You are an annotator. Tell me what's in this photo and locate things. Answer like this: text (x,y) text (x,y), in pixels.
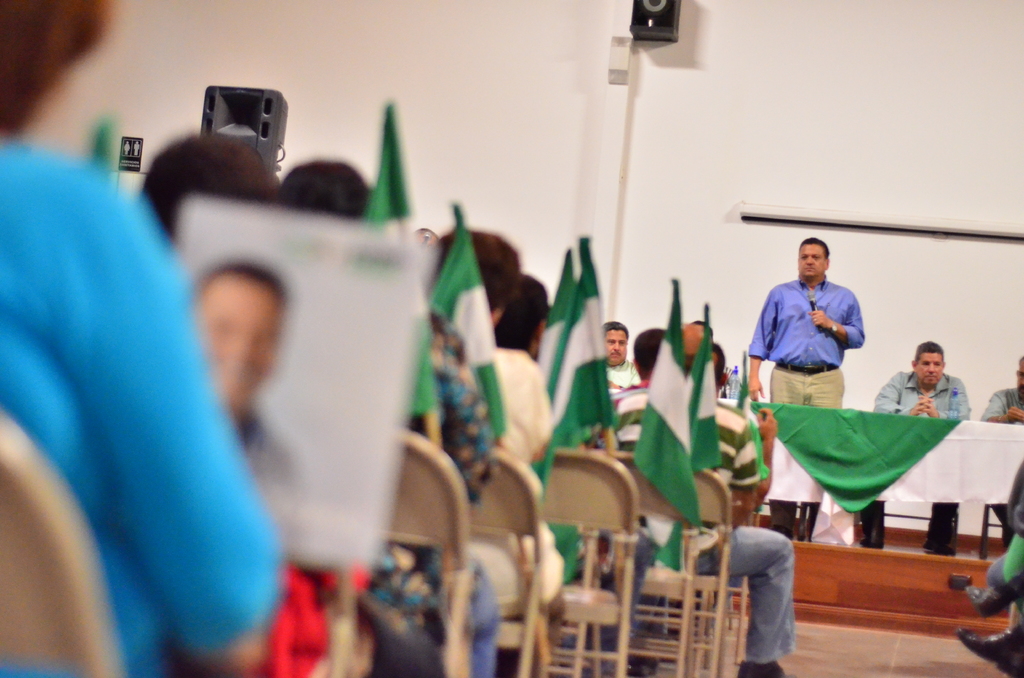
In this image we can see people (775,615) are sitting on the chairs (700,476). There is a man (793,317) standing on the floor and he is holding a mike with his hand (817,317). Here we can see flags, poster (355,394), boards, and speaker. In the background (678,185) we can see wall (902,159).
